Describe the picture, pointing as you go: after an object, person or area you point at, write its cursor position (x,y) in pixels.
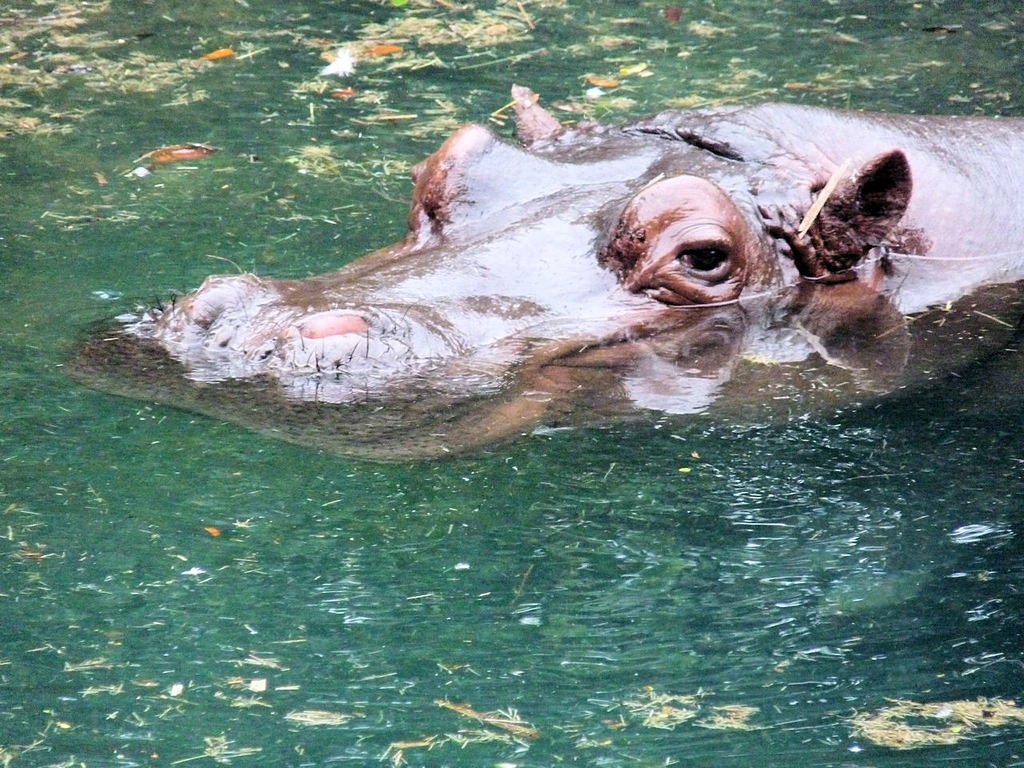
In this image I can see an animal (541,248) which is brown in color is in the water (787,430) which are green in color and I can see some grass (939,705) and few leaves (213,152) on the surface of the water (363,89).
